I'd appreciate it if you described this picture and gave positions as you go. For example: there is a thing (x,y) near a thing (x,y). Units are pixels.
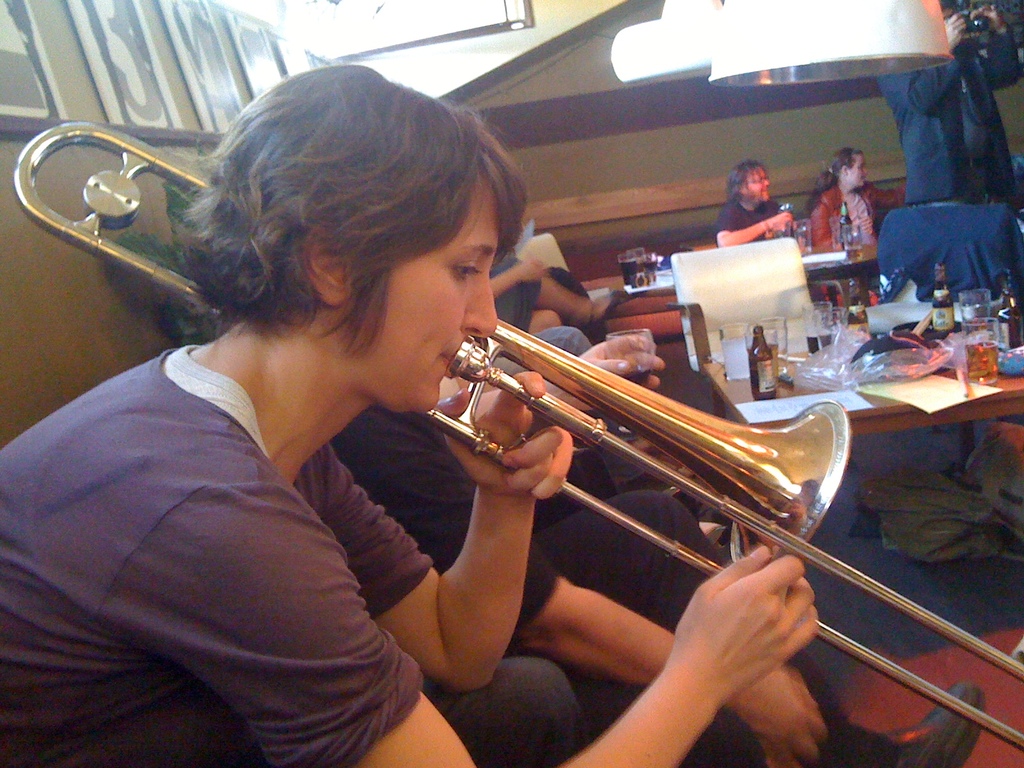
The woman (314,461) in front of the picture is holding a trombone (697,559) in her hands (745,596) and she is playing it. Beside her, we see people (557,619) sitting on the sofa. The man (435,463) in black shirt (397,437) is holding a glass (620,342) in his hand (597,349). In front of them, we see a table (723,371) on which glasses (730,352), papers (926,380), glass bottles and plastic cover (854,376) are placed. Behind that, we see chairs (743,262). Behind that, we see two people (859,200) are sitting on the sofa (806,207). In front of them, we see table (641,294) on which glasses (635,269) and glass bottles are placed. In the background (679,157), we see a wall (480,86). On the left side (143,27), we see a wall (70,158) on which boards (209,87) are placed. The man (974,132) on the right side (975,102) is standing and he is clicking photos on the camera (970,23).
